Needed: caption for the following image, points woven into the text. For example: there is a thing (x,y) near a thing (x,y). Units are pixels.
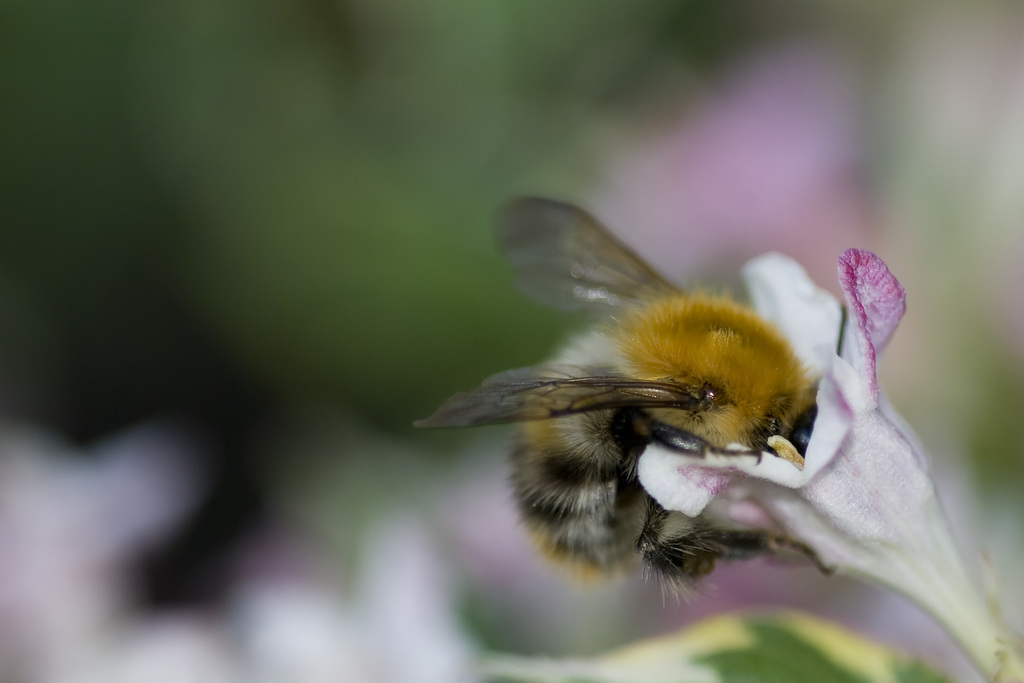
Here we can see an insect (721,453) on a flower (885,518). There is a blur background (886,156).
